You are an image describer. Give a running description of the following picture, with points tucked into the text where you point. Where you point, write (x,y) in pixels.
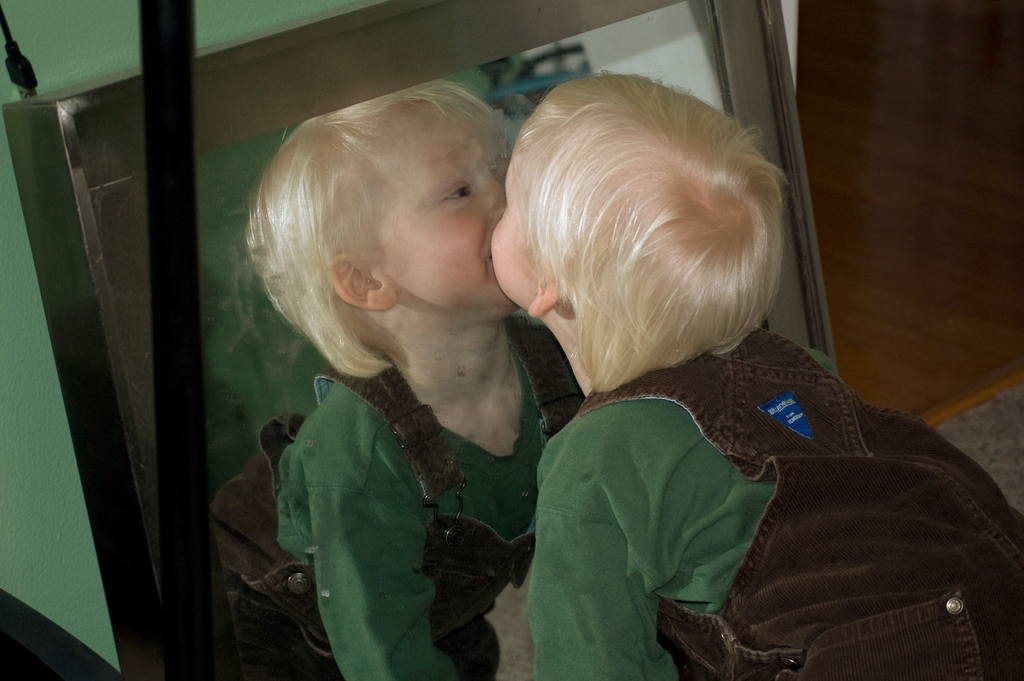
In this image, on the right side (768,542), we can see a kid (857,483) watching into the mirror (529,330). In the mirror (346,189), we can see mirror image (319,240) of a kid (505,169). On the left side (166,49), we can see a black color pole (193,36). In the background (31,573), we can see a wall (22,599).
